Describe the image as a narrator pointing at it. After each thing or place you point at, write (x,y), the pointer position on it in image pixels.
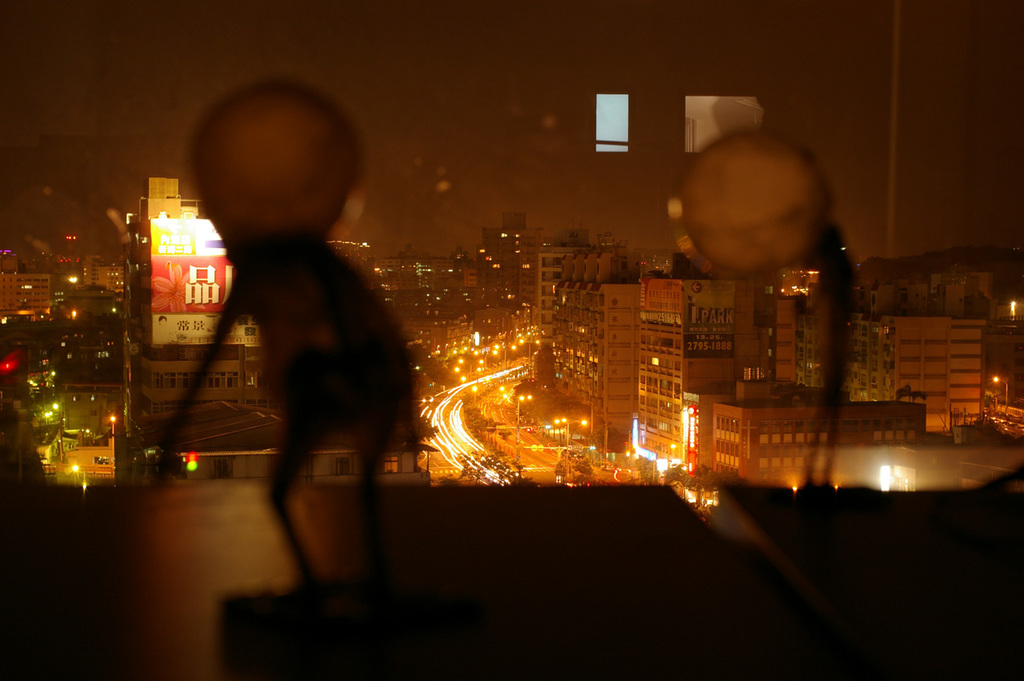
This picture is captured during the night time. In this picture we can see the buildings (632,343), trees (582,472), lights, poles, hoardings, board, road (446,454). At the bottom portion of the picture (744,504) we can see the objects (295,552) and its blurry.
